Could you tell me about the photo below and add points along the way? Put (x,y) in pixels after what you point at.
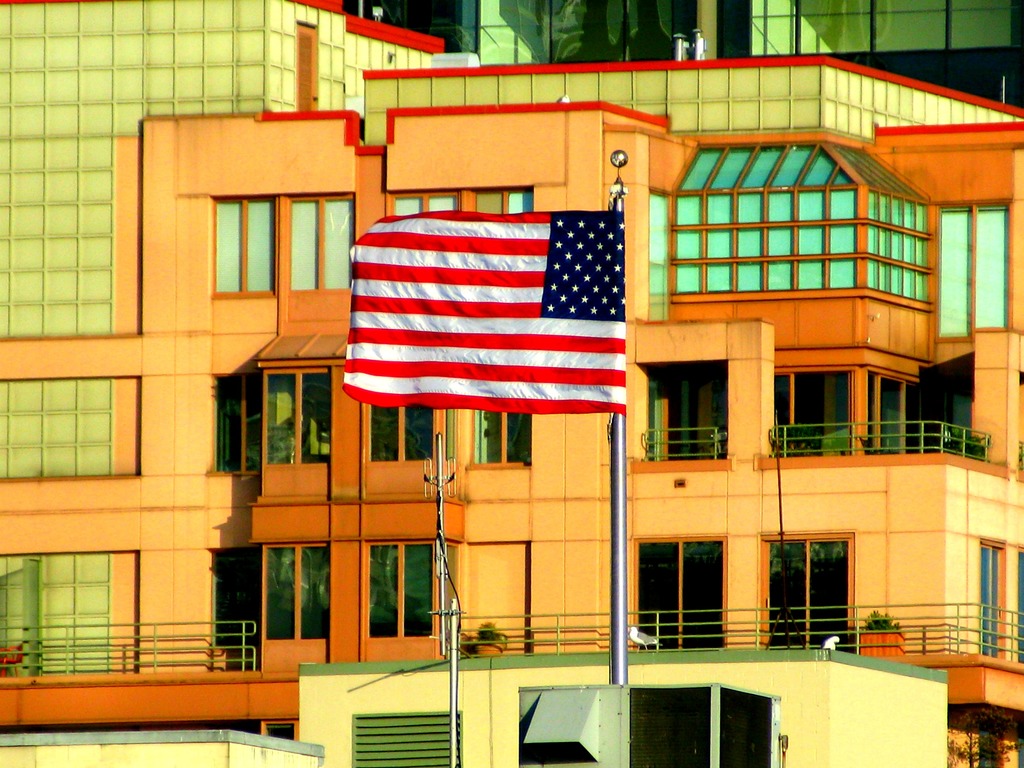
In this image there is a flag (533,263) as we can see in middle of this image (502,308) and there are some poles (453,669) at bottom of this image (454,690) and there is a building (194,156) in the background (219,343).
